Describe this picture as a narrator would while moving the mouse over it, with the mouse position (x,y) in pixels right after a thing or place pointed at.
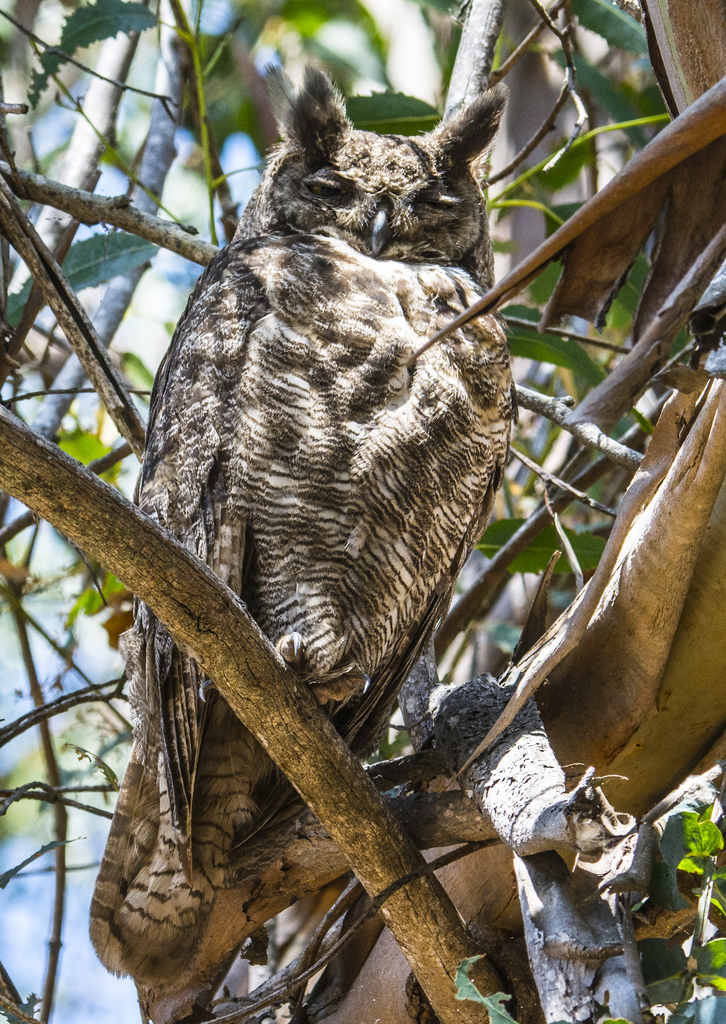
There is an owl (441,428) on the branch (101,518) in the foreground area of the image (204,360).
